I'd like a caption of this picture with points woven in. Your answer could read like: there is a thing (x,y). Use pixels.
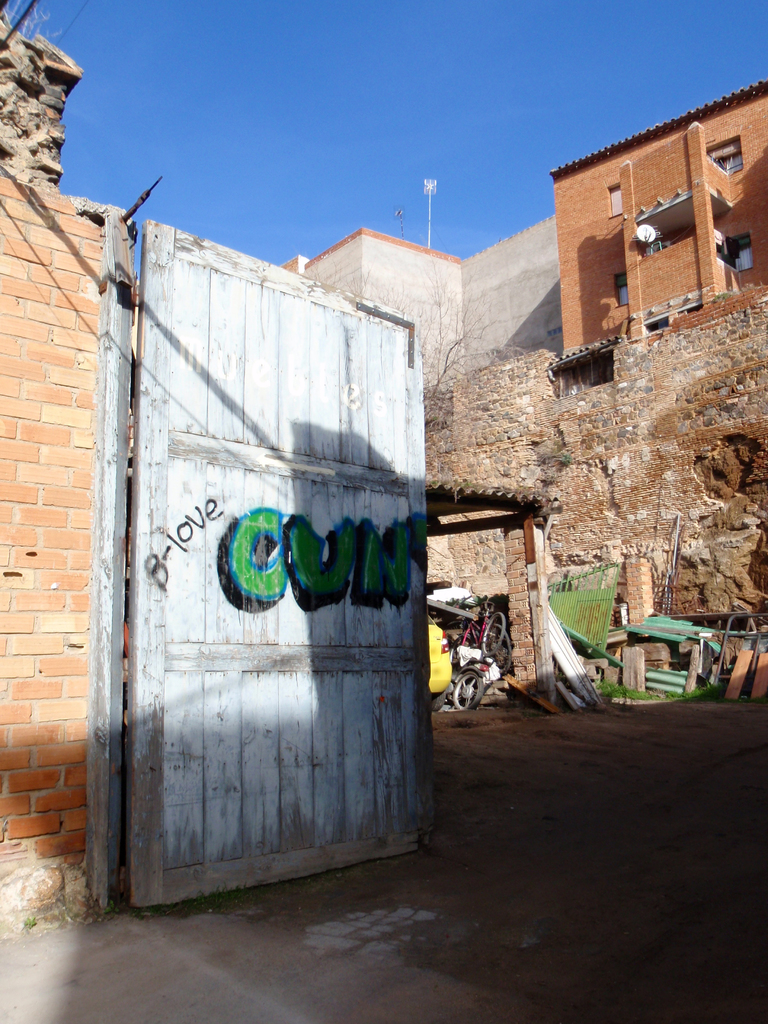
At the bottom of the picture (331,971), we see the road (373,916). Here, we see a wooden door (304,496) with some text (242,544) written on it. Beside that, we see a wall (34,479) which is made up of bricks (29,565). In the middle of the picture (491,652), we see iron sheets (711,648), wooden things (564,650), bicycle (505,622) and a yellow car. In the background (554,374), we see the buildings (600,320) and a wall (647,405) which is made up of bricks (638,334). At the top (381,188), we see the poles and the sky (272,115), which is blue in color.
